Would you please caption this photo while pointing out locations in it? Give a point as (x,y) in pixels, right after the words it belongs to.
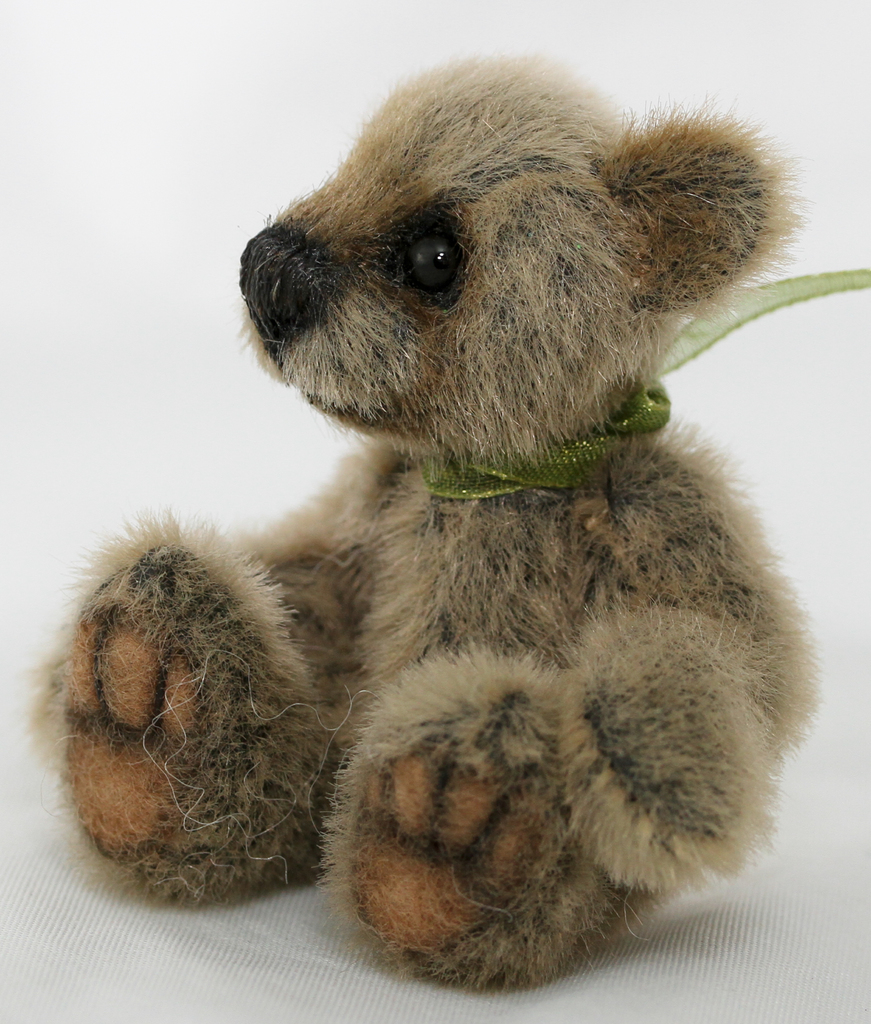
In this image, this looks like a small teddy bear (417,551), which is light brown in color. The background (709,388) looks white in color.
